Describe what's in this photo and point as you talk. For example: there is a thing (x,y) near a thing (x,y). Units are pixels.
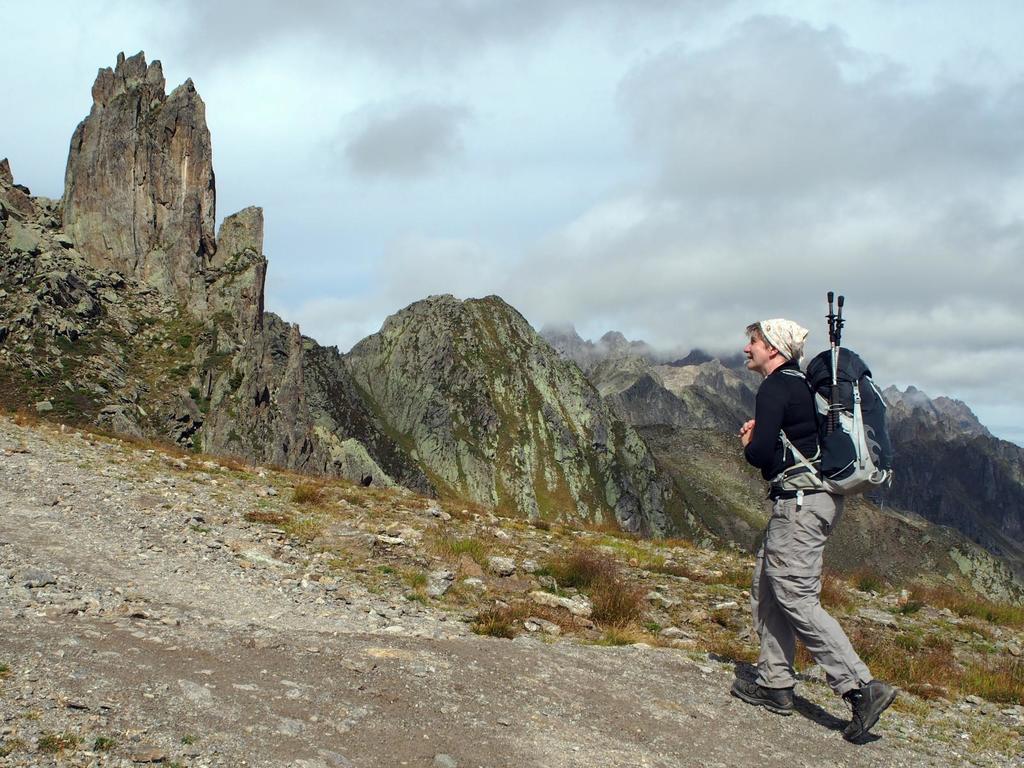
In this image there is a person (787,539) walking by wearing a bag (833,458), in front of the person (800,420) there are stones (657,591), grass (608,565) and rock mountains (453,464), at the top of the image (685,162) there are clouds (670,200) in the sky (658,232).
